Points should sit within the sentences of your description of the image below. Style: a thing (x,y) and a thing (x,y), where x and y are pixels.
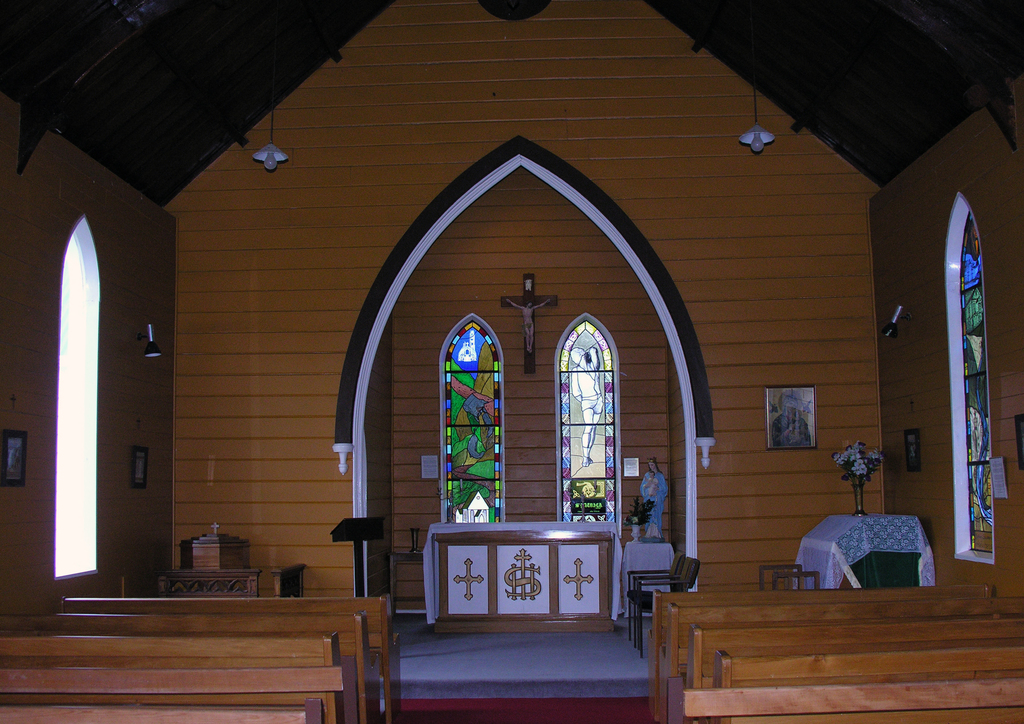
This image is taken inside the church (546,416) where we can see there are benches (837,642) on either side of the image. In the middle (529,333) there is a cross symbol (533,347). At the top (275,167) there are few lights (260,155) which are hanged to the roof (220,130). On the right side (895,519) there is a table (844,524) on which there is a flower vase (861,493). Beside it there is a frame (785,422) attached to the wall (762,429). In the middle (658,473) there is an idol (648,526). Beside the idol (656,503) there is a table (471,563) on which there is a cloth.
